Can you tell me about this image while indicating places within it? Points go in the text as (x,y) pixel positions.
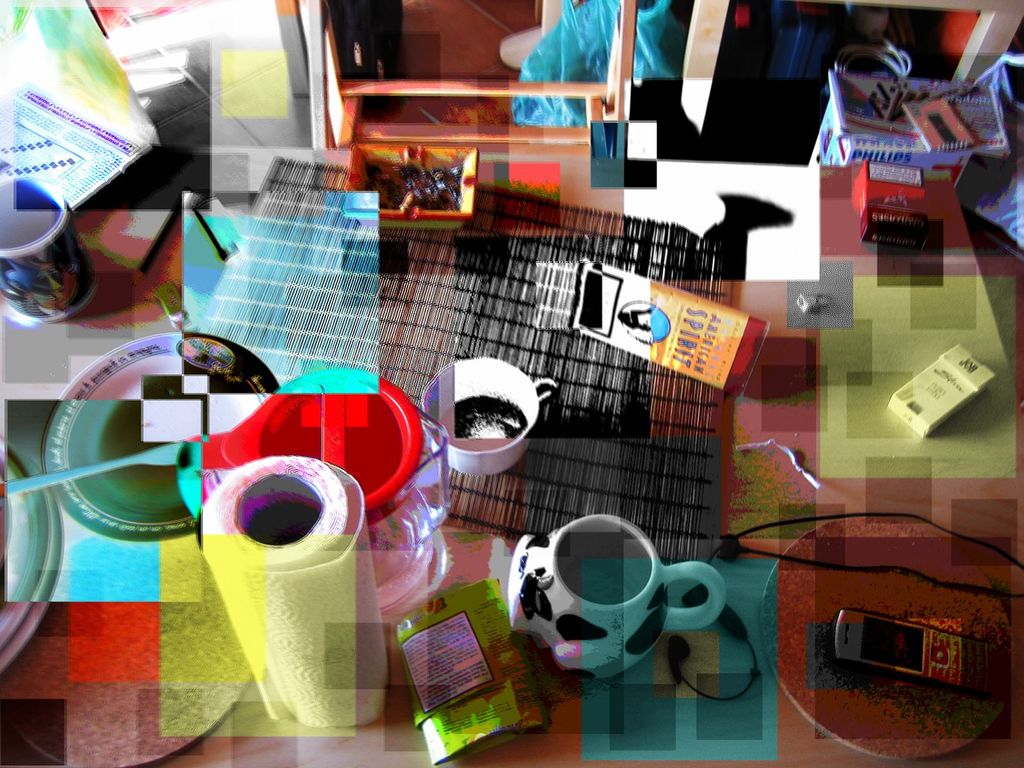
In the image we can see a table (1020,653), on the table (211,254) we can see some cups (659,641), mobile phone (954,679), cigarette packets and some products (395,151).
